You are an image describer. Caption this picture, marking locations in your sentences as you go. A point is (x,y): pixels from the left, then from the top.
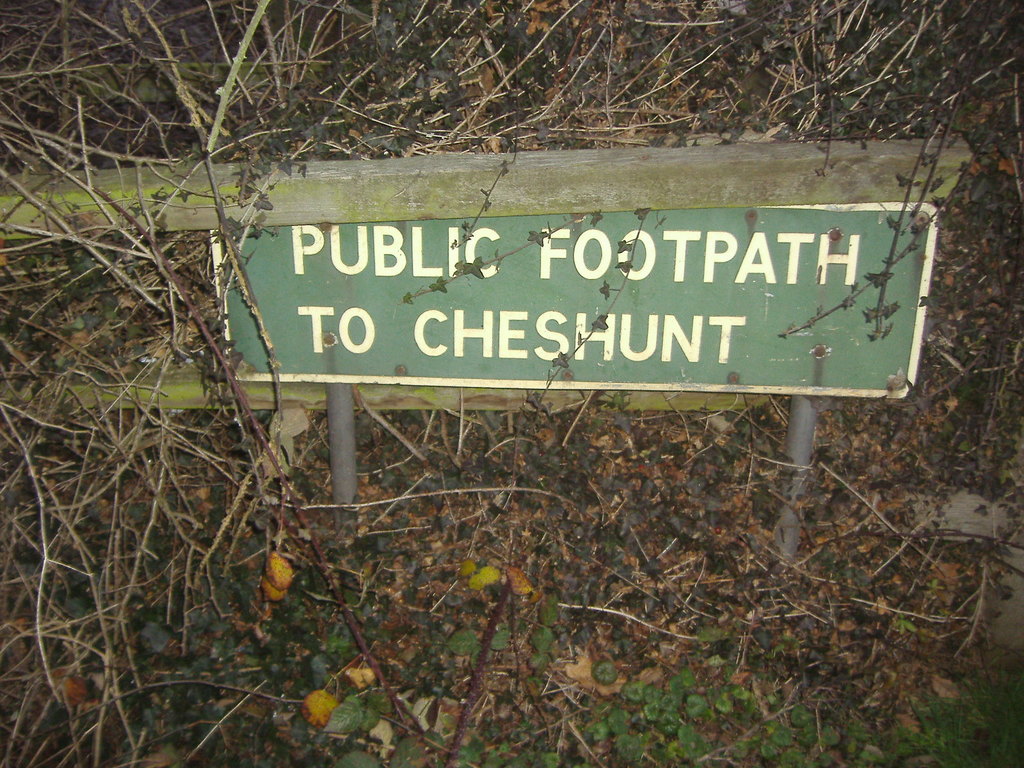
In this image in the center (385,271) there is one board (623,256), on the board (492,256) there is some text (456,260) and there are some trees (109,267) and some grass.
